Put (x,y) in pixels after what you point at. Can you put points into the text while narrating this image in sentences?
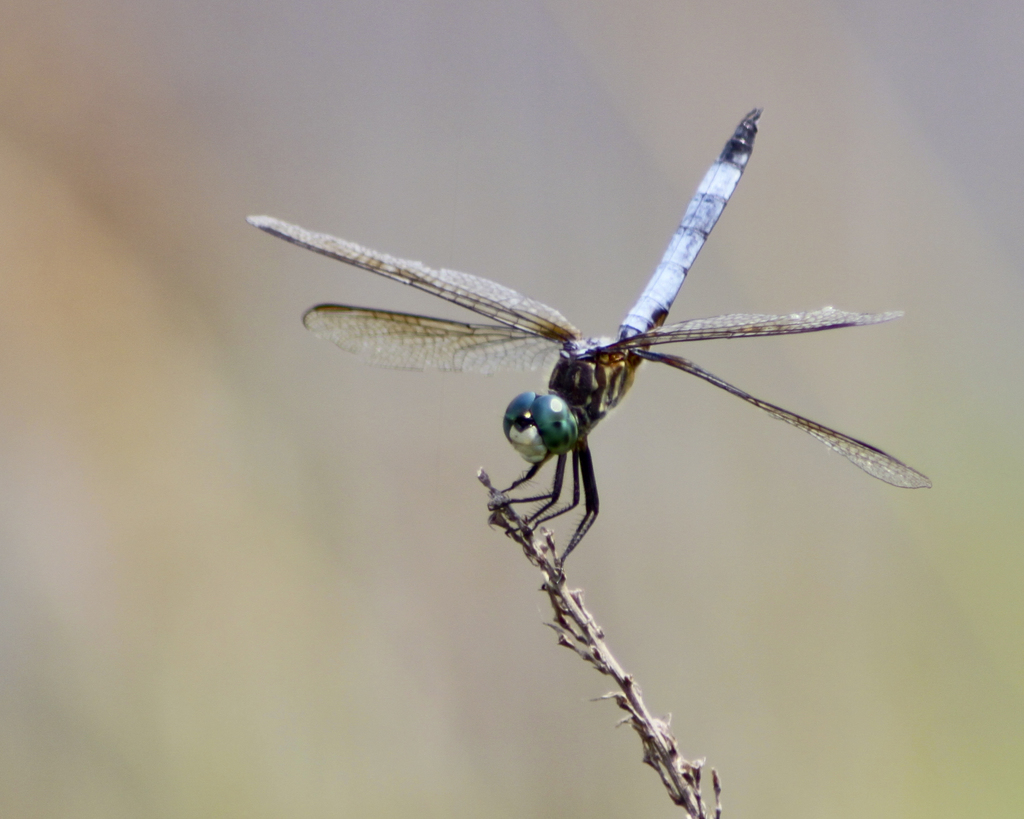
In this picture there is a dragonfly (722,332) on the plant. At the back (402,306) the image is blurry.
